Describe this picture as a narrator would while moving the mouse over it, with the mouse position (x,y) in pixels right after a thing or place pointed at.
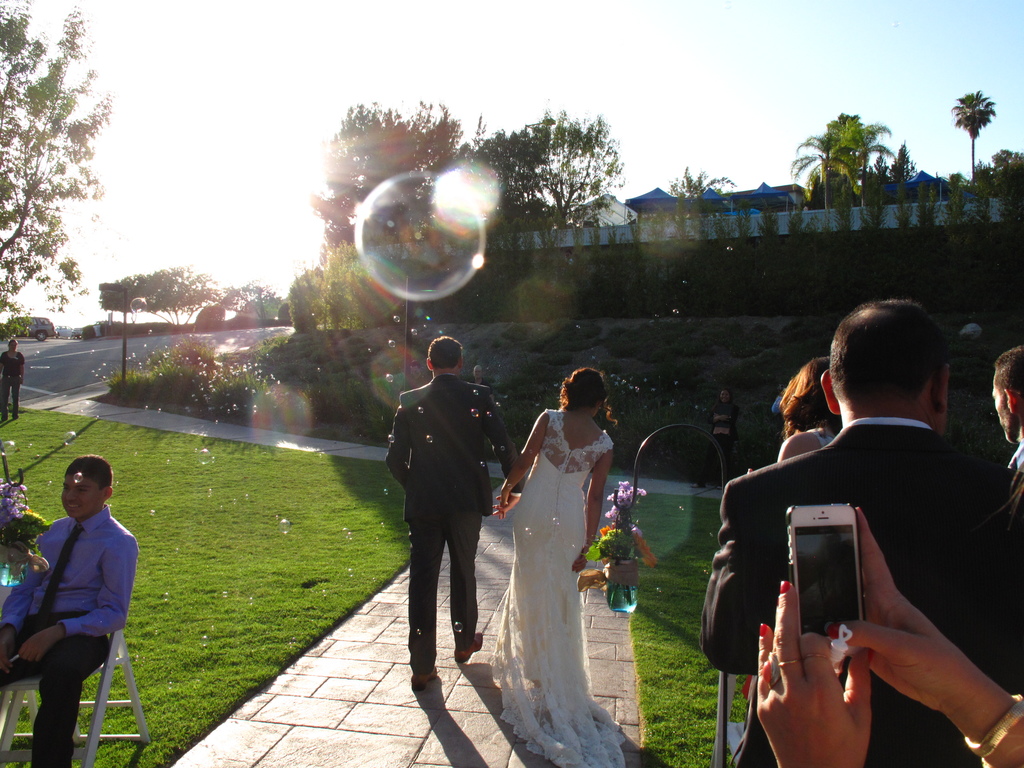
In this image in the center (447,490) there are persons (429,529) walking. On the left side (88,585) there is a man (47,600) sitting and smiling. On the right side (877,602) there is a person (888,639) holding a mobile phone (836,618) in hand (835,631) and there are persons (831,447) standing and there is grass (294,564) on the ground (299,492). In the background (351,265) there are trees (351,265) and there are tents (772,191) and on the left side (48,329) there is a car (37,336) on the road (98,369) and there is a wall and there are persons (723,401) standing.
